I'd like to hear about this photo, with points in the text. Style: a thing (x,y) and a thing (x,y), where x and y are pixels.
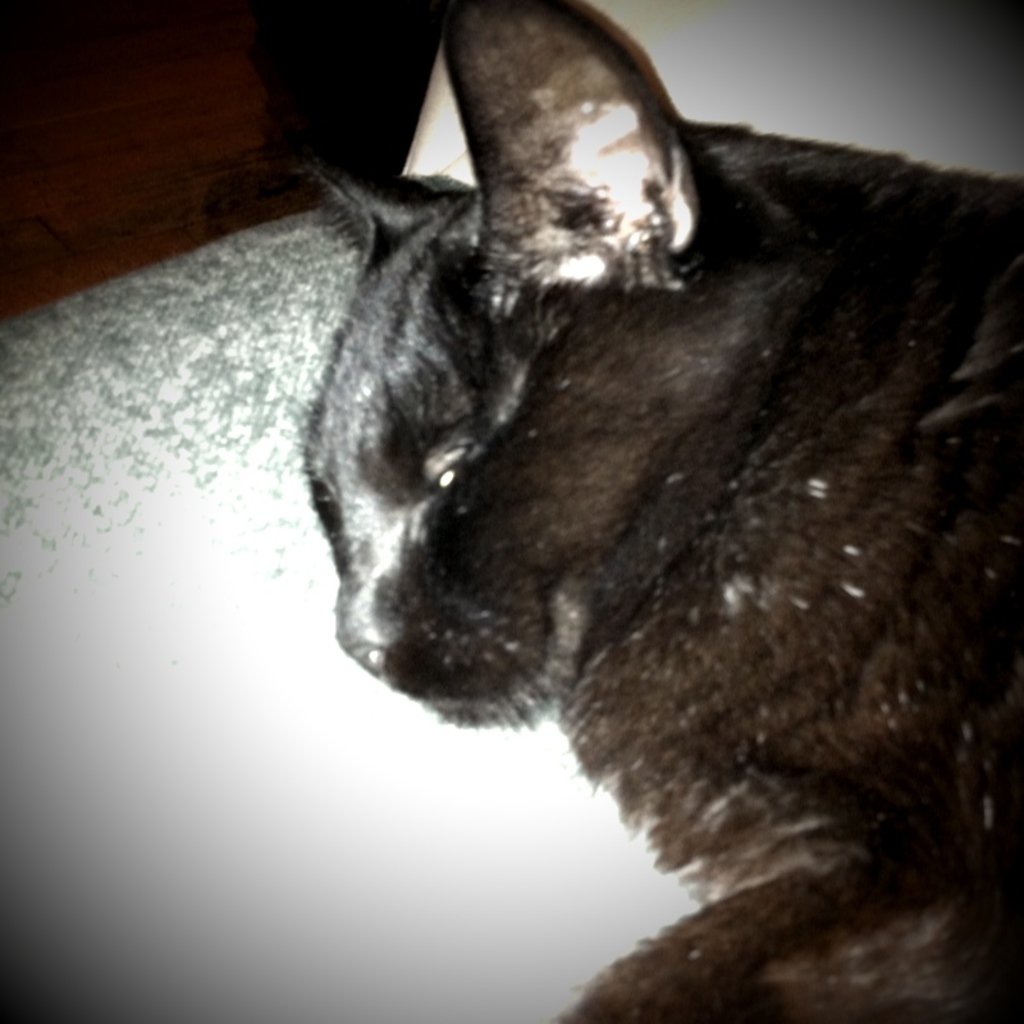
In this image we can see a cat (526,414) sleeping on the pillow (432,872).
